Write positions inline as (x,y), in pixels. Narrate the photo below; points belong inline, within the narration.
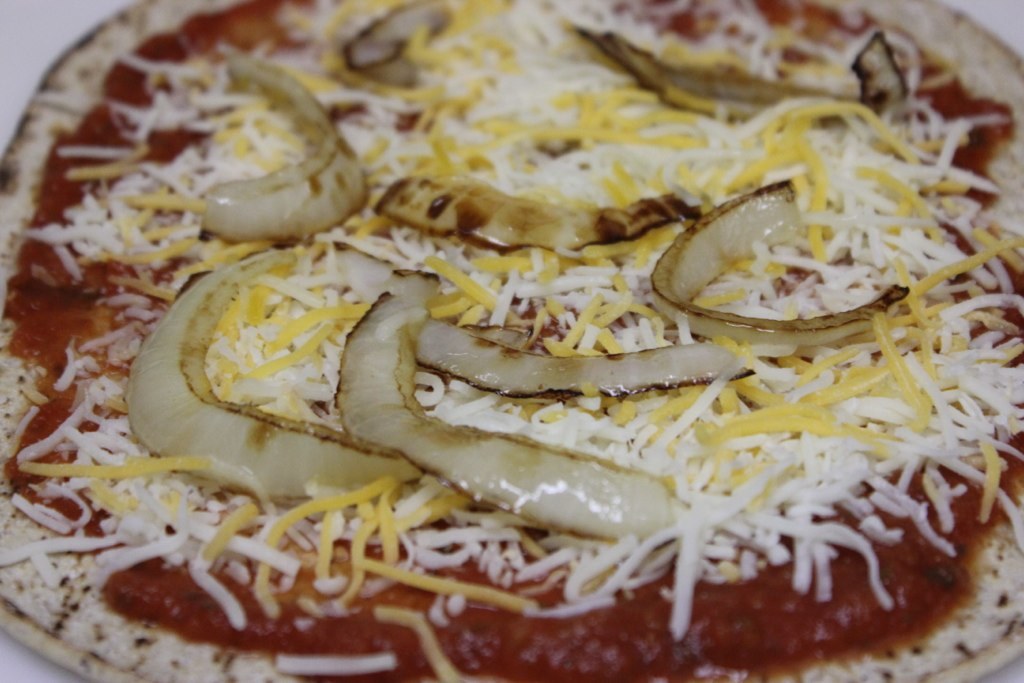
In this picture we can see bread (980,590), onion pieces (240,201) and cheese pieces (899,398) which is kept on the table (1017,678).
